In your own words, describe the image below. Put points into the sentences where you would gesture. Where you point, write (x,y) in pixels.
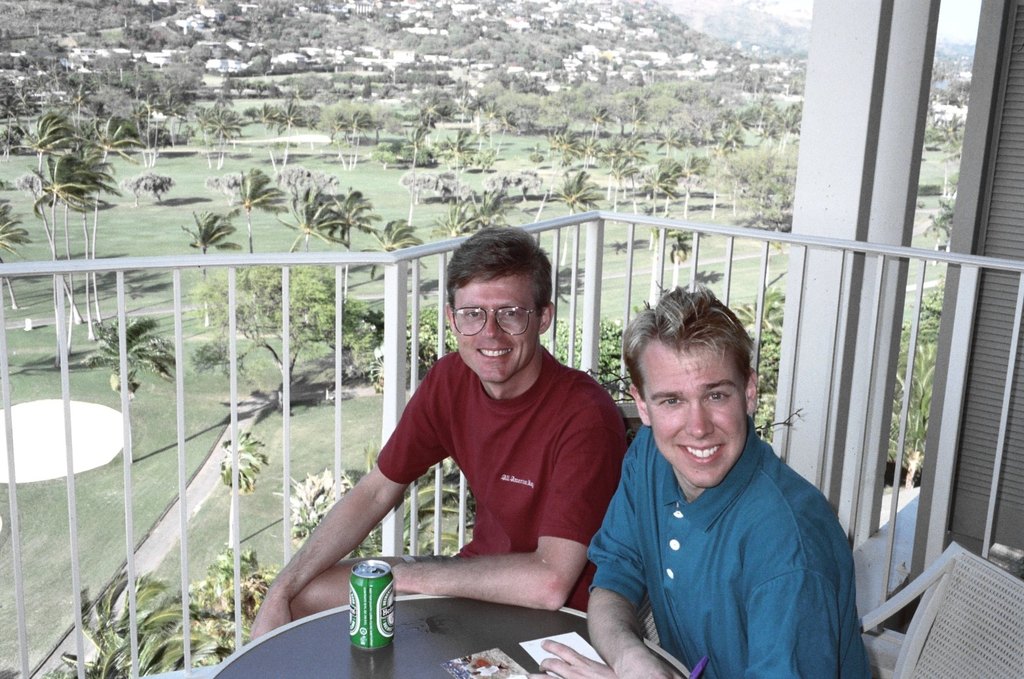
In this picture there are two boys (844,534) those who are sitting on the chair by resting their hands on the table (408,614), there is a cool drink (380,641) on the table (348,612), there are trees (155,38) and full of greenery (702,110) around the area behind the boys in the image.
